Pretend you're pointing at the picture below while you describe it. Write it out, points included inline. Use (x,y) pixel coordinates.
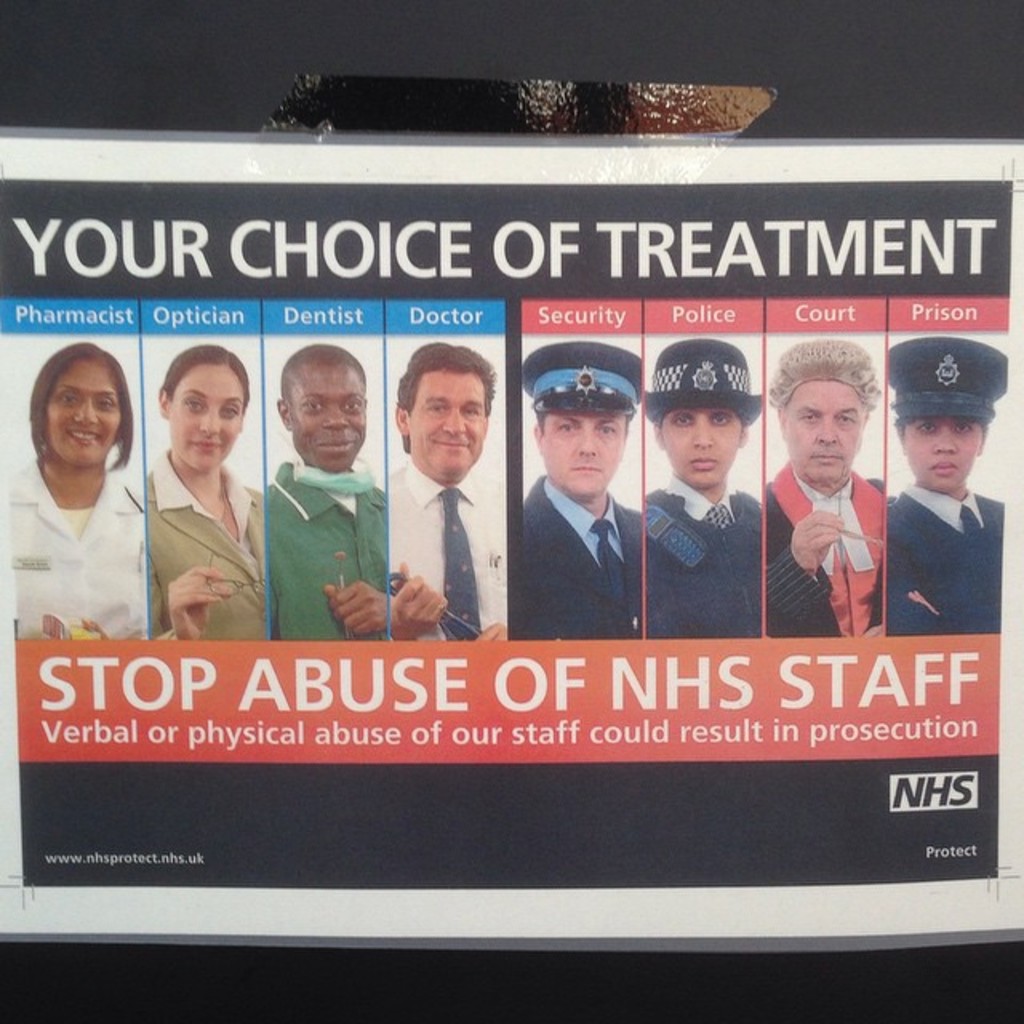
This image consists of a poster (157,869) in which there are images (606,502) of many persons (198,571). At the bottom (670,692), there is a text (616,698).
